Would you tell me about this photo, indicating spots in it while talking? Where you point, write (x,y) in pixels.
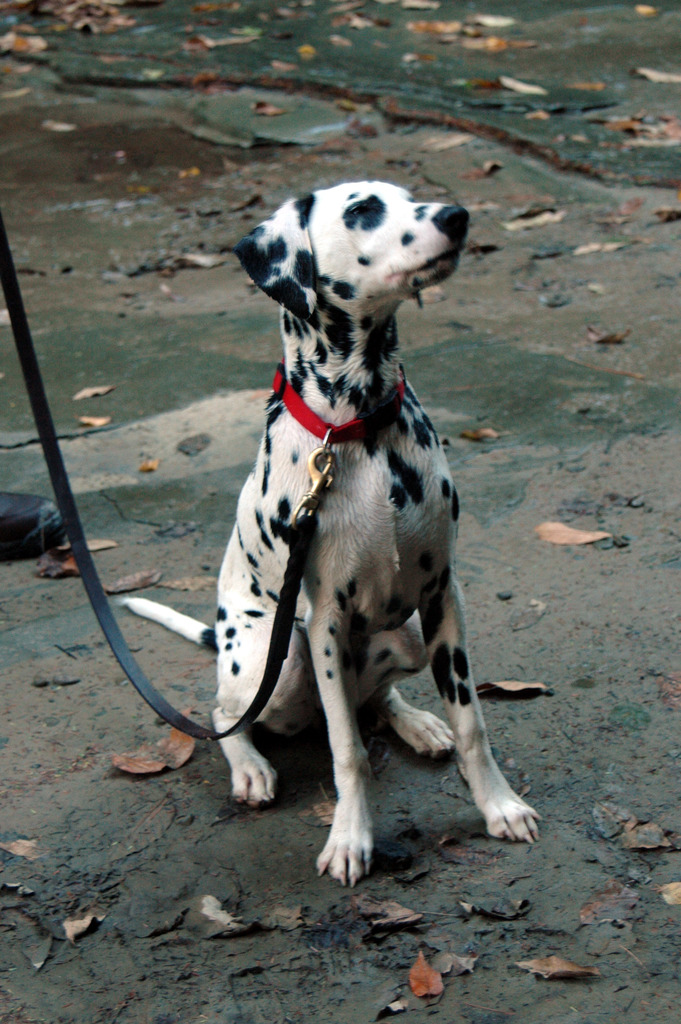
In this image we can see a dog (291,466) with a leash (159,694). Around the dog (335,638) we can see dried leaves (141,271). On the left side (6,517), we can see a footwear (35,530).
